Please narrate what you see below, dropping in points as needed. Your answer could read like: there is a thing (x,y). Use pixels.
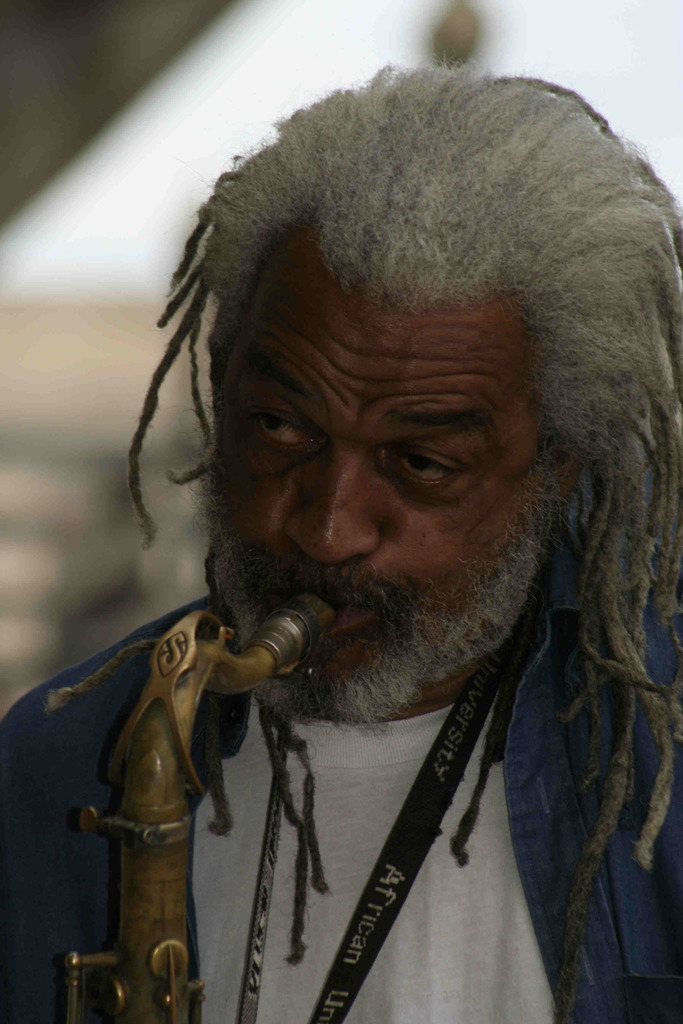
In this picture we can see a person (467,526) with an object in his mouth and in the background (31,396) we can see it is blurry.
